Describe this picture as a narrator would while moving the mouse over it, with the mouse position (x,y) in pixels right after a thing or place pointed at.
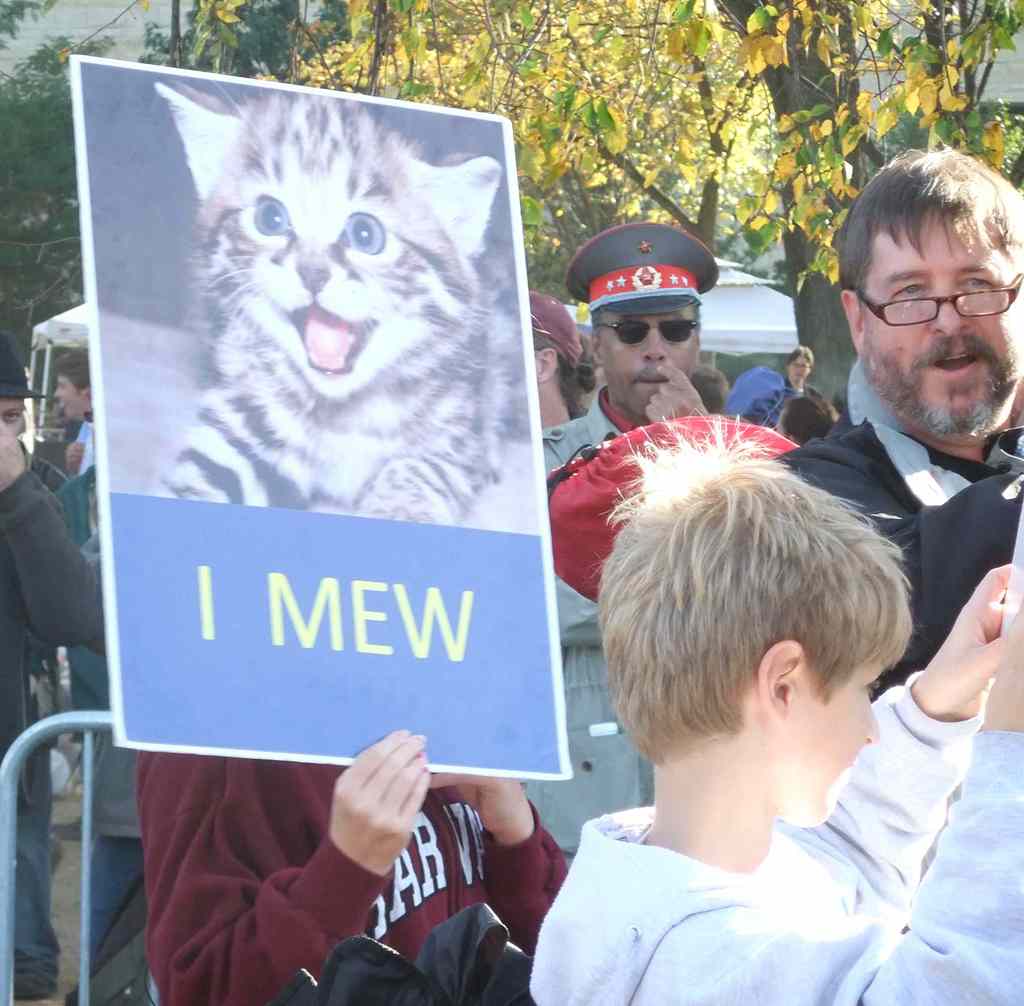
There are people (913,722) and this person (171,756) holding a poster (323,623) and we can see rod (65,719) and bag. In the background (615,47) we can see trees (367,60) and tent (745,307).
